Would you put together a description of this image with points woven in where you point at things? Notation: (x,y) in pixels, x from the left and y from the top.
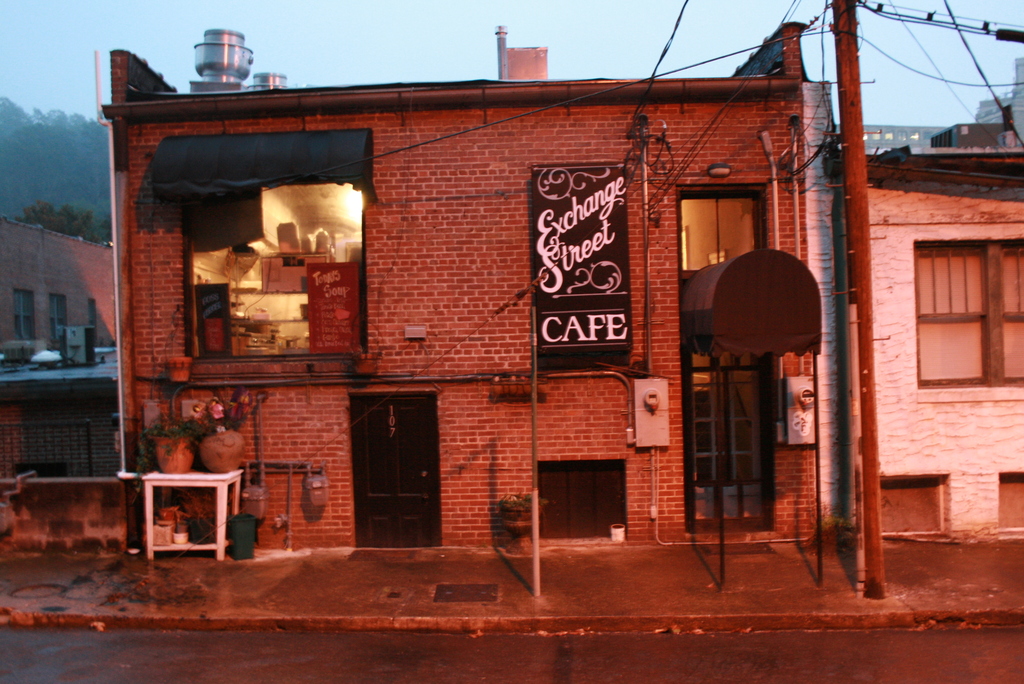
In this picture I can see the path (741,630) in front (18,604) and in the middle of this picture (489,229) I see number of buildings (220,244), wires (681,71) and a pole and I see a board (571,244) on which there is something written. In the background (311,41) I see the sky (676,43).
